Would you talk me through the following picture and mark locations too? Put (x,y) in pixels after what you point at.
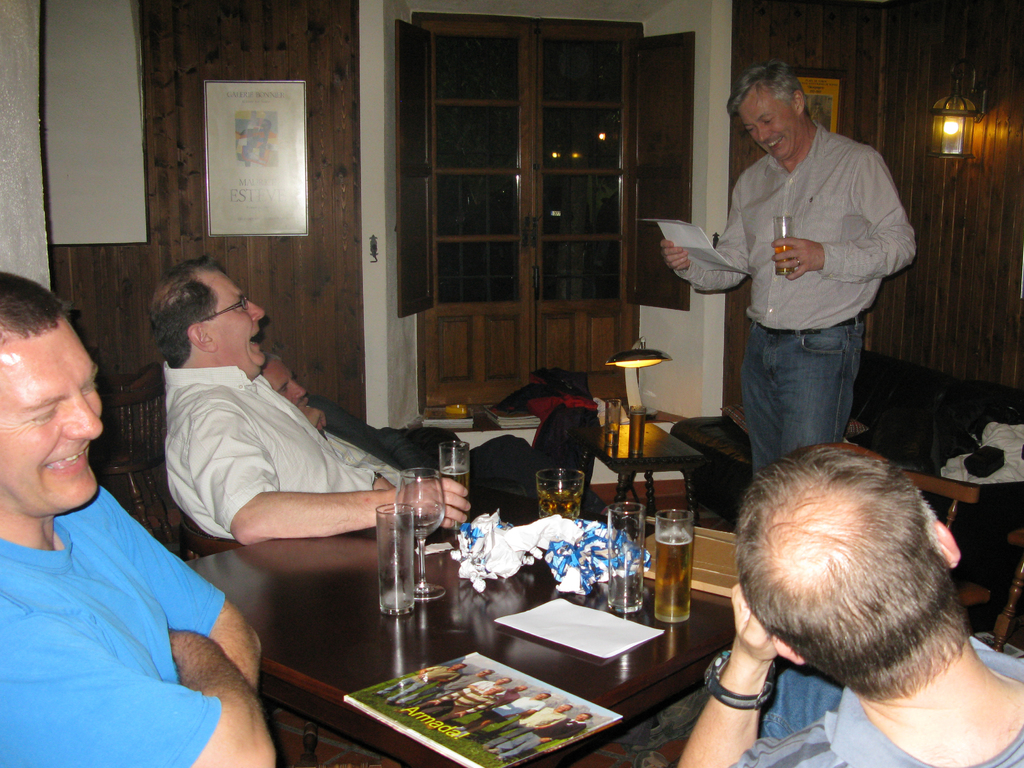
In the picture we can see a five men (86,614), four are sitting on the chairs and one man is standing and seeing the paper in his hand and a glass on the other hand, In the background (619,368) we can see a cupboard (664,125), a window (608,236), light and a photo frame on the wall (334,311), the persons (385,460) who are sitting on the chairs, there is a table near to them, on the table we can see a book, cloth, glasses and wine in it.
